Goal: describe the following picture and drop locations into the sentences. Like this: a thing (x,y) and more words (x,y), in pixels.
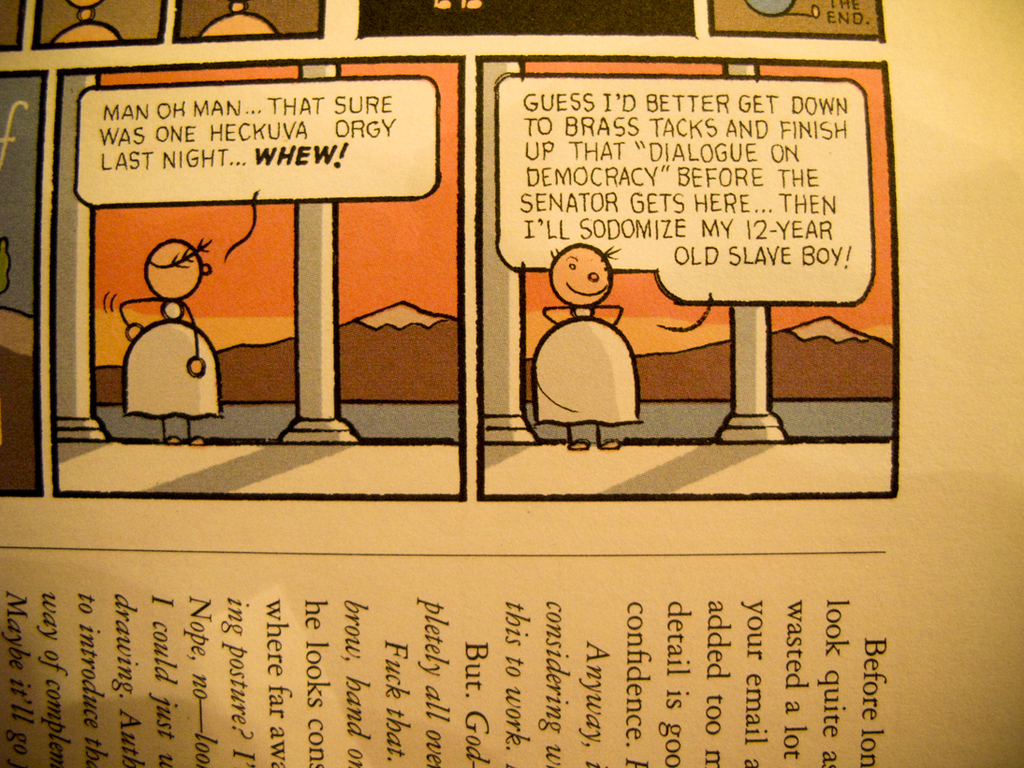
In this image we can see some pictures (568,308) and some text (473,648) on a paper (573,626). In the center of the image (355,287) we can see the hill (840,344), a pillar (765,348) and the sky (362,269).
